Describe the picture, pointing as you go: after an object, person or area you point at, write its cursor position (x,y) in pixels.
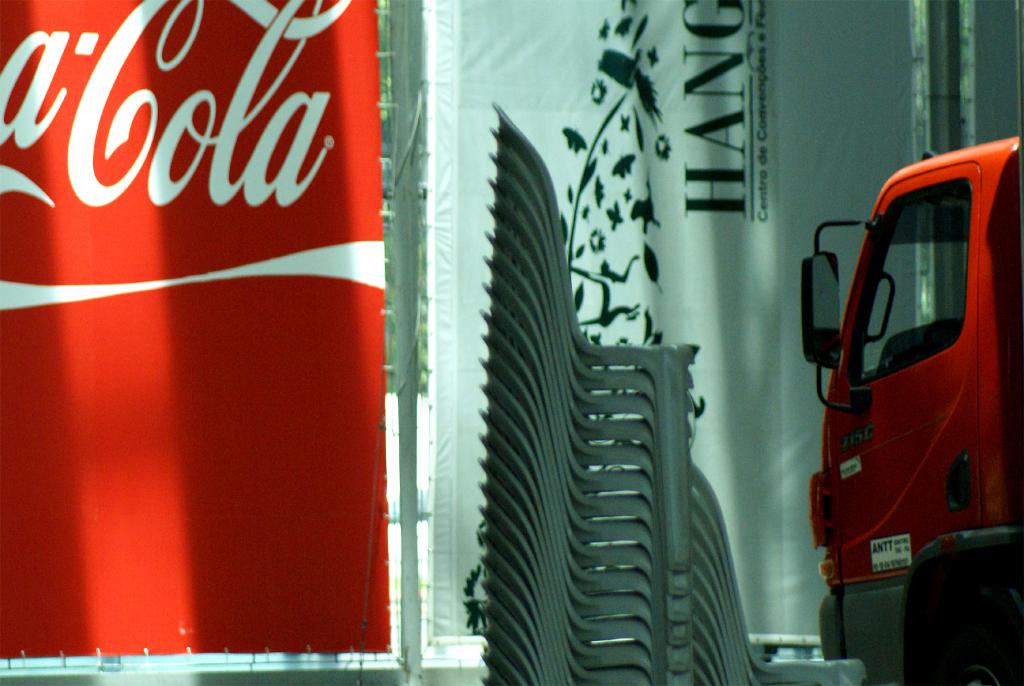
In this image I can see on the left side (211,218) it looks like a banner (207,352) in red color. In the middle (544,311) there are chairs (540,552), on the right side (880,335) there is a vehicle (963,394).
